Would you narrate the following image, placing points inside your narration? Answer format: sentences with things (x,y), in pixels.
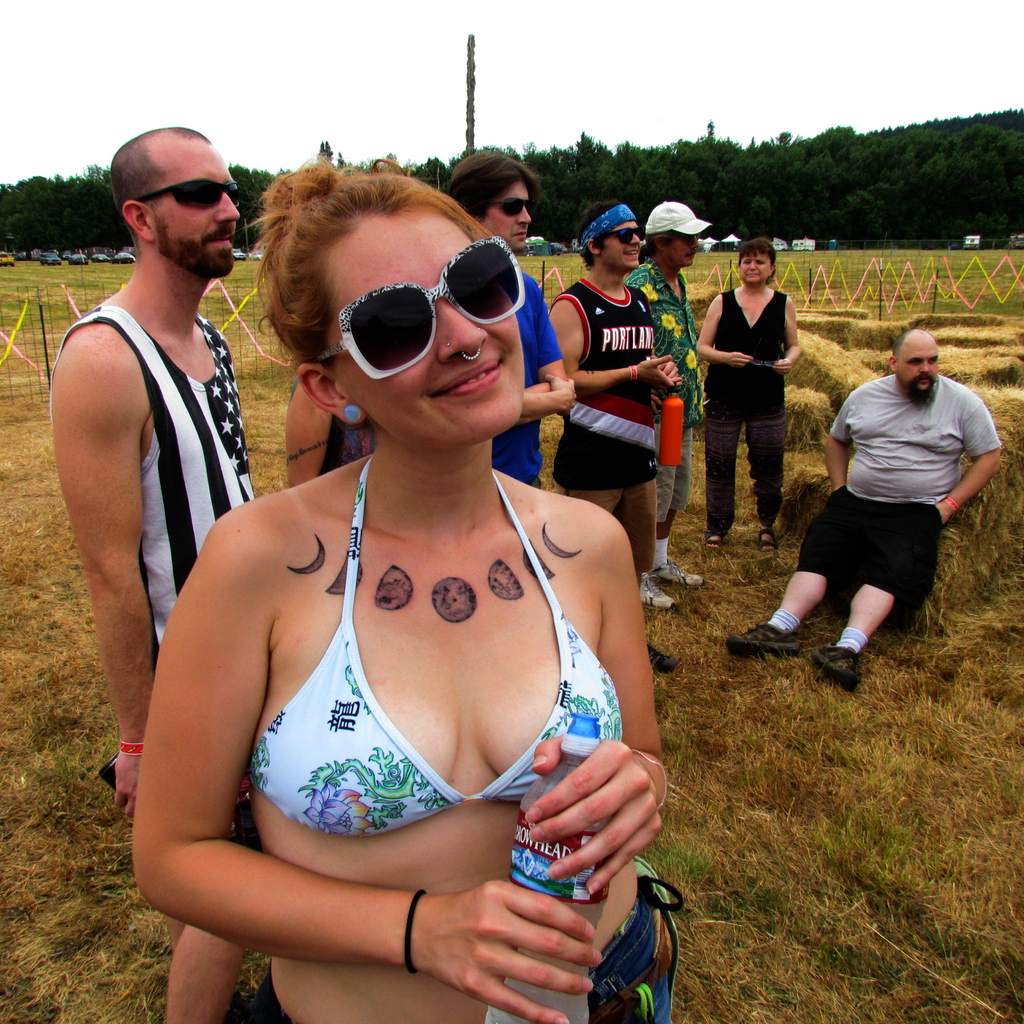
In this image I can see there are few persons (331,695) standing on grass (864,821) and some of them holding bottles (660,450) and a person (904,511) sitting on grass (891,745) at the top (179,71) I can see the sky (797,68) and in the middle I can see a fence (931,279).
